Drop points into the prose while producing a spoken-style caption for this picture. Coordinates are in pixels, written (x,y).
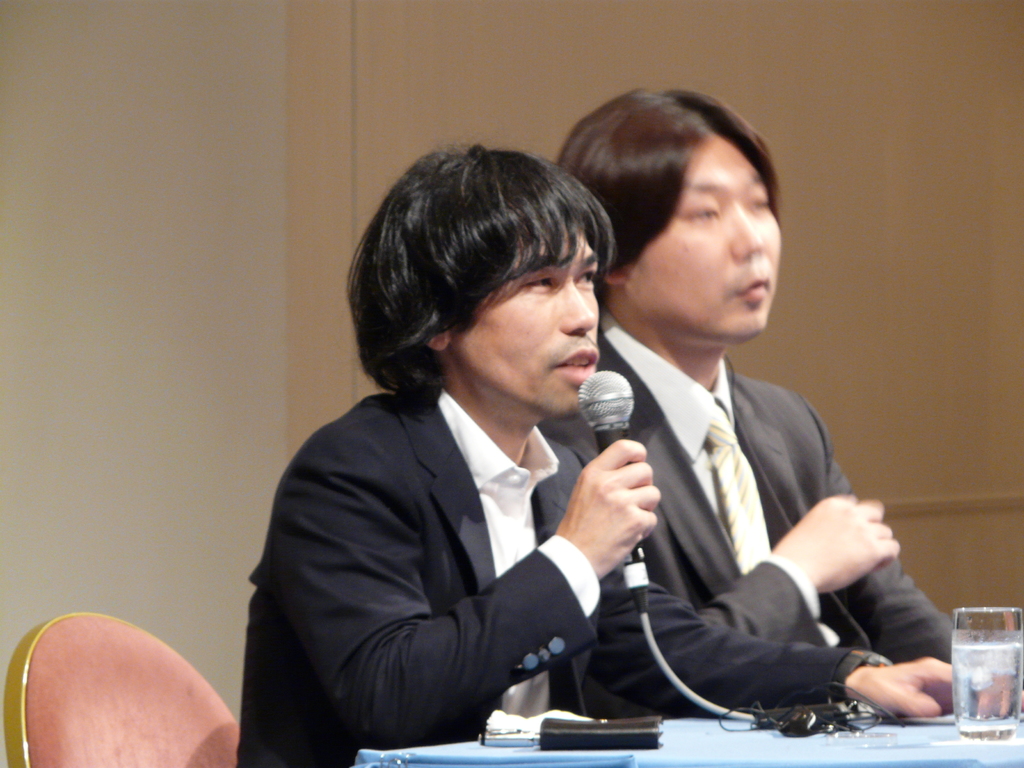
In this picture I can see two people (526,335) sitting on the chair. I can see the microphone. I can see water glass (967,627) on the table (775,747).
